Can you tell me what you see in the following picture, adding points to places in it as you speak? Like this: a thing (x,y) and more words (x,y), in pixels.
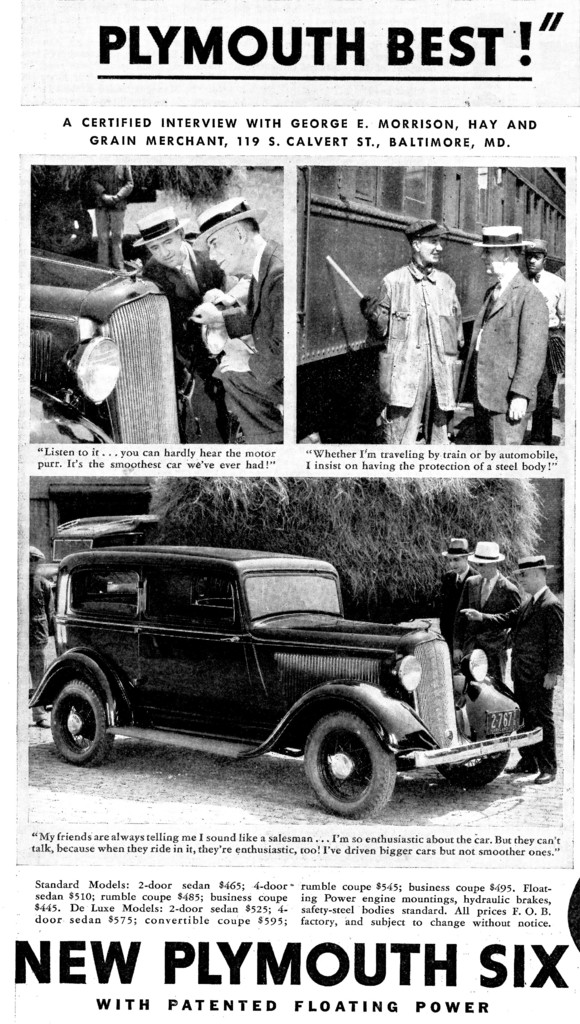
In the above picture there are few persons (392,374) standing beside a vehicle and in the below picture there is a vehicle (385,679) and there are three persons (482,615) standing beside it and there is something written above and below it.
